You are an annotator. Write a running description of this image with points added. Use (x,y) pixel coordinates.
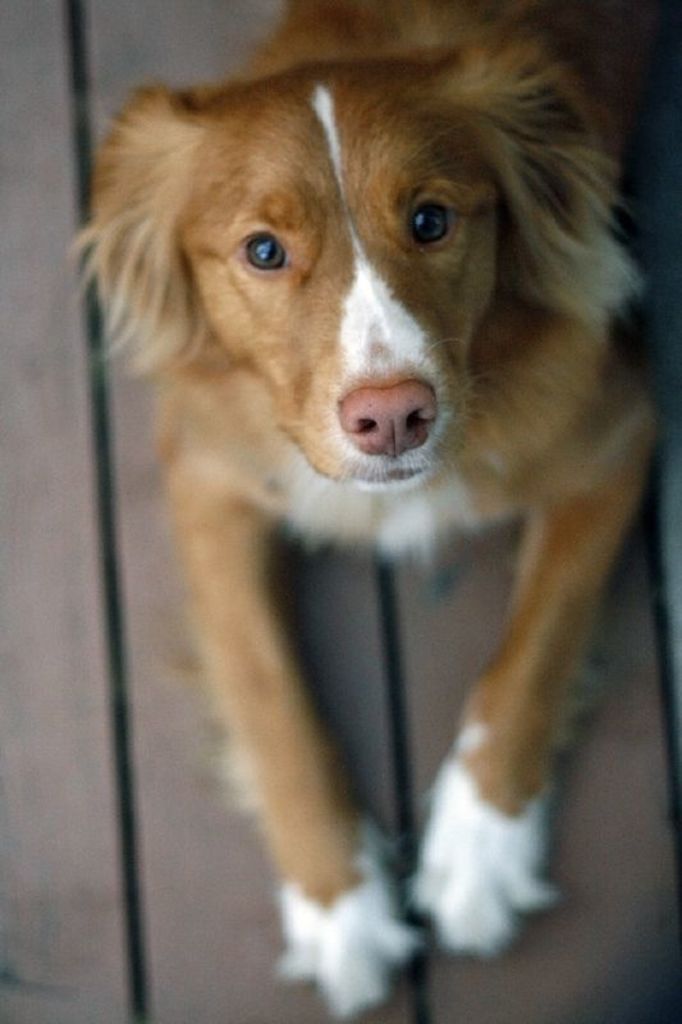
In the image we can see there is a dog (431,517) sitting on the ground (403,783).
